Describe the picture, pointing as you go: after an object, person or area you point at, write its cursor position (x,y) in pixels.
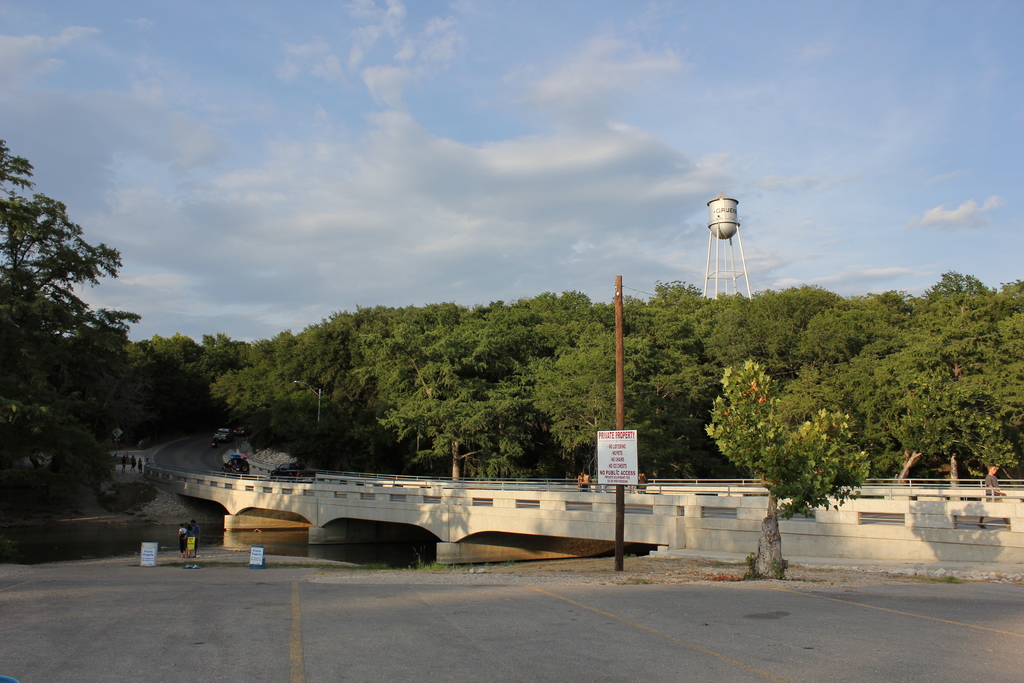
In this image there is a bridge (519,541) having few persons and vehicles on it. Under the bridge (418,515) there is water (167,543). Bottom of the image (478,598) there is a road (647,594). Beside the road (871,615) there is a pole (621,514) having a board (604,462) attached to it. There is a tree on the pavement (676,573). Background (696,315) there are few trees (706,324). Behind there is a tank (724,217). Top of the image (729,68) there is sky (551,209) having some clouds (569,199).
